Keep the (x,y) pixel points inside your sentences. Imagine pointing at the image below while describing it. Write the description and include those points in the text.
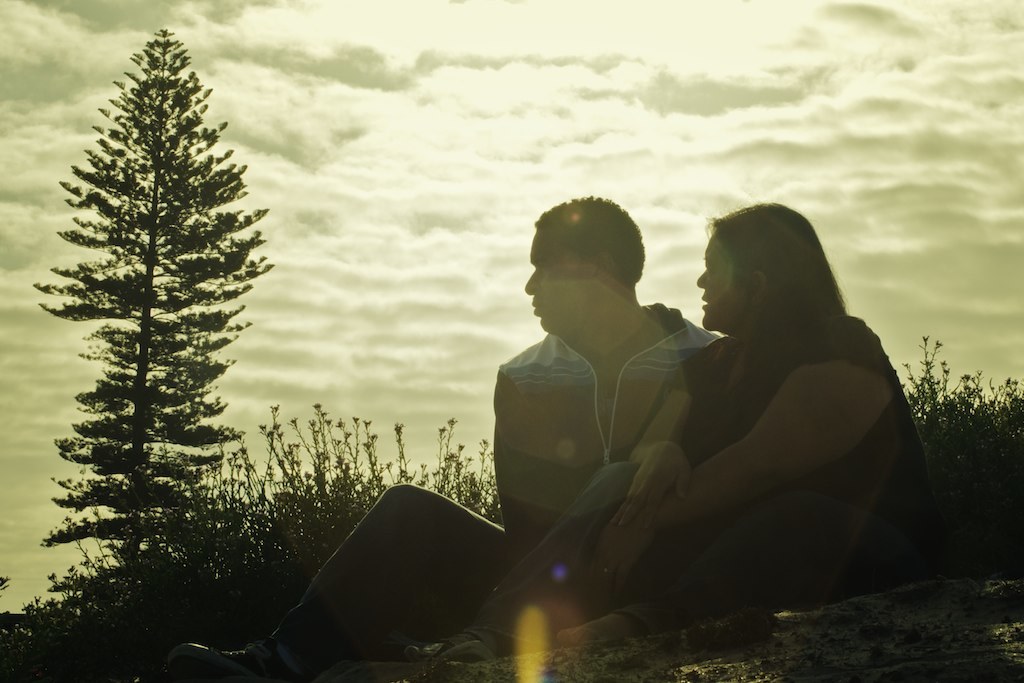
In this image there is a man (562,490) and a woman (692,536) sitting on the ground (711,651). Behind them there are plants (339,484) and a tree (134,301). At the top (472,128) there is the sky (471,143).
